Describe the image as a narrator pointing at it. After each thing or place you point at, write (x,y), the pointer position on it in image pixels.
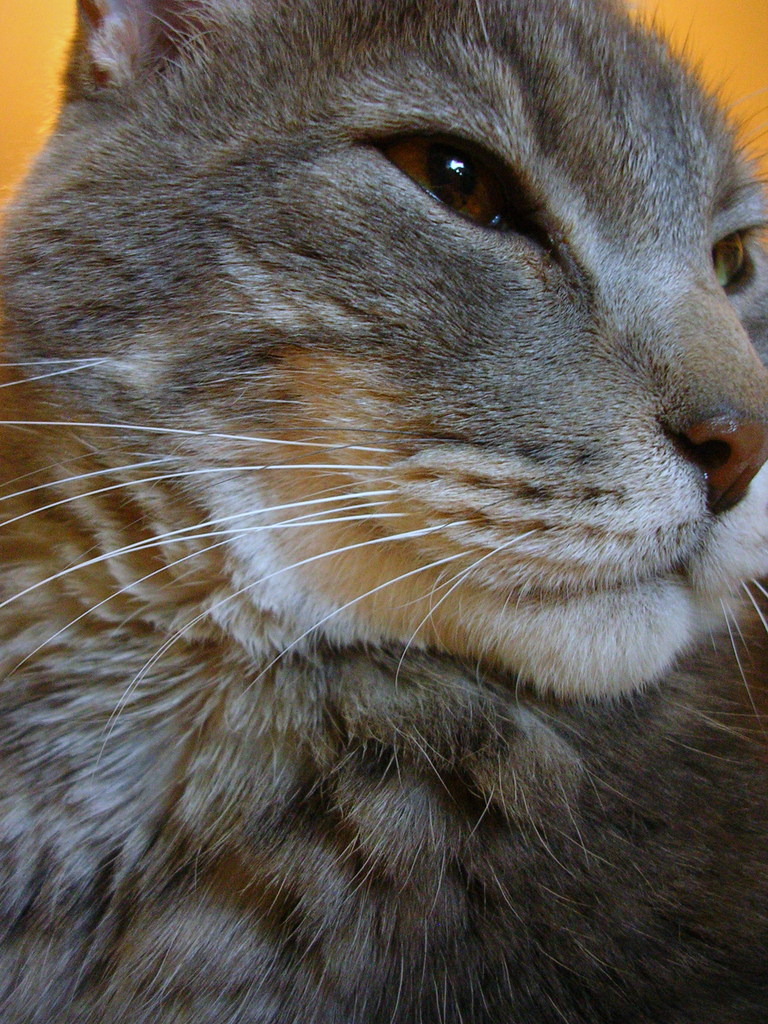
In the image, there is a cat (321,215) and it is in grey color.
